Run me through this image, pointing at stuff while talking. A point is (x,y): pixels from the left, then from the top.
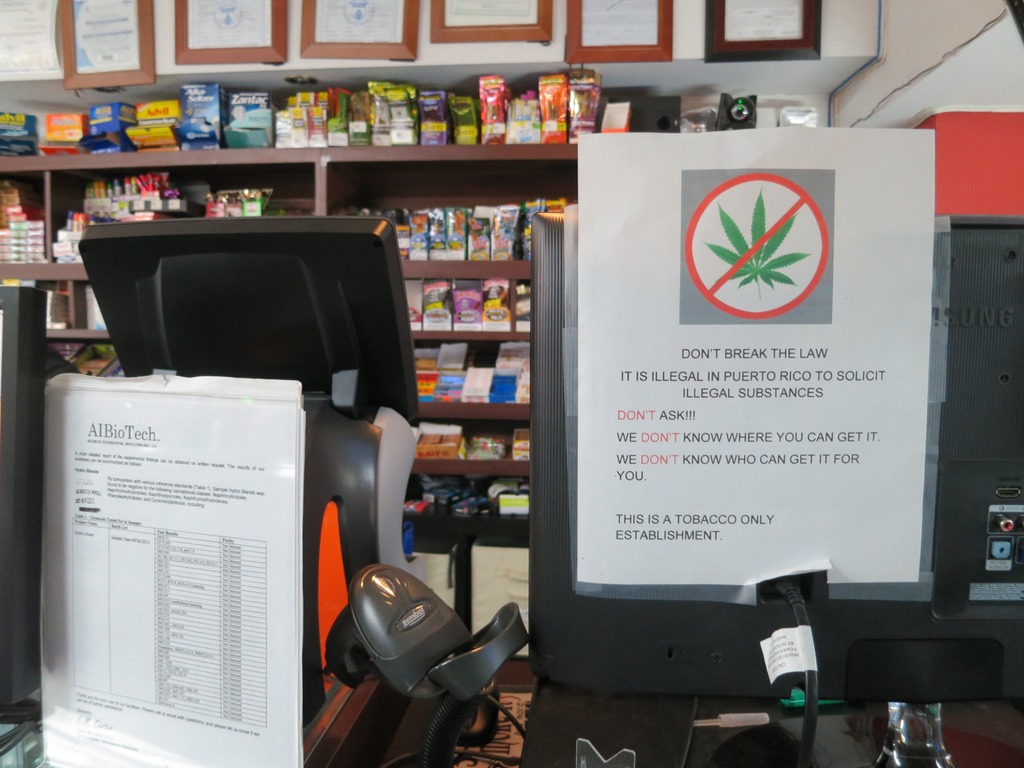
In this picture we can see poster (627,494), board (152,652), monitors (342,391) and objects (406,589) on the platform (365,714), In the background of the image (221,181) we can see objects (543,91) in racks (461,201), frames (11,0) on the wall (437,46) and box (970,152) on the device (953,233).
